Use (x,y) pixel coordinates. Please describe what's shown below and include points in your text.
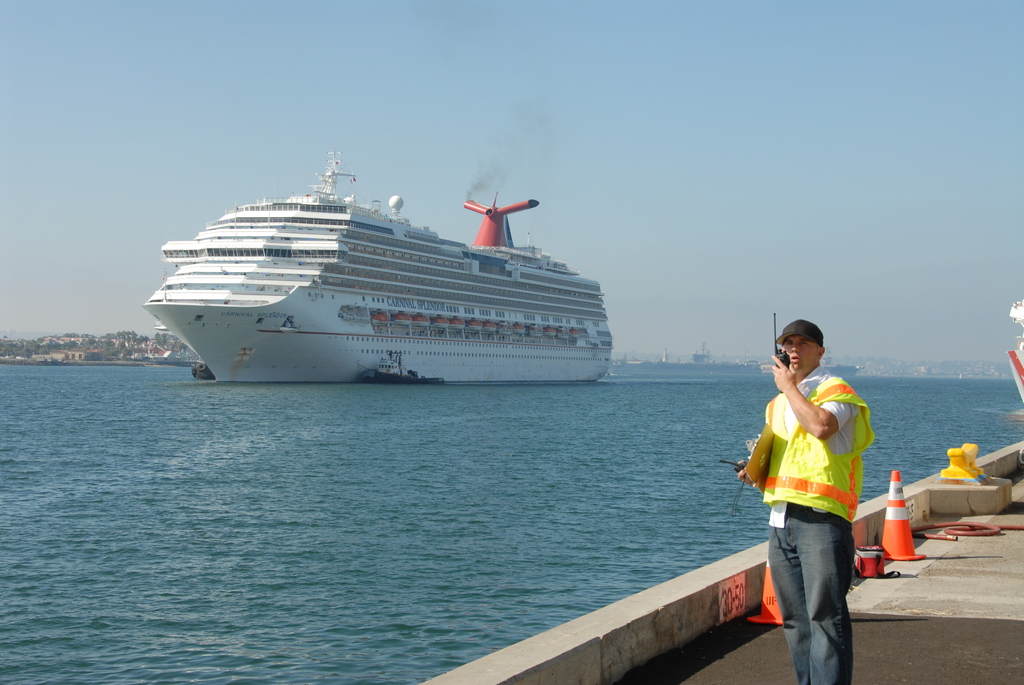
In this image we can see a watercraft (418,320). There is a sea (396,516) in the image. We can see a person (801,532) standing and holding few objects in his hand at the right side of the image (861,432). We can see many trees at the left side of the image (114,348). There are many buildings (161,355) in the image. We can see the sky (499,175) in the image. There are few objects (905,520) placed on the ground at the right side of the image (905,519).
